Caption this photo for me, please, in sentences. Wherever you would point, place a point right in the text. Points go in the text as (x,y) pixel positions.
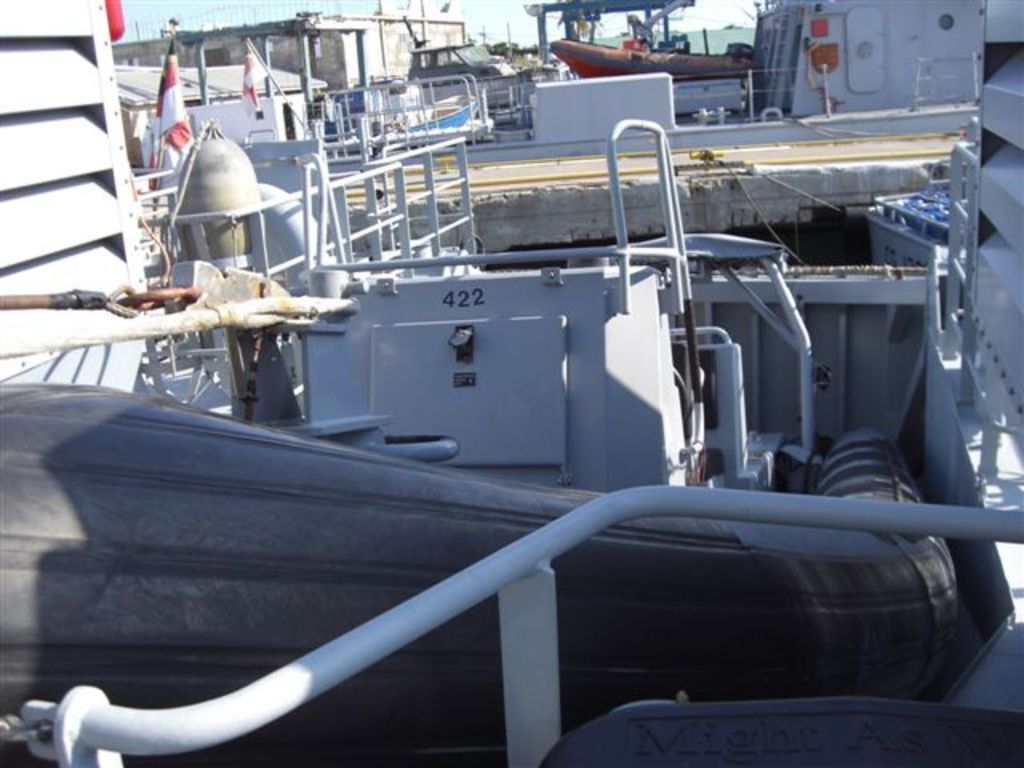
In this image we can see some poles (550,568), pipes (182,297), containers (507,346) and a flag (179,72) on boats (429,367). At the top of the image (131,16) we can see the sky (261,2).
